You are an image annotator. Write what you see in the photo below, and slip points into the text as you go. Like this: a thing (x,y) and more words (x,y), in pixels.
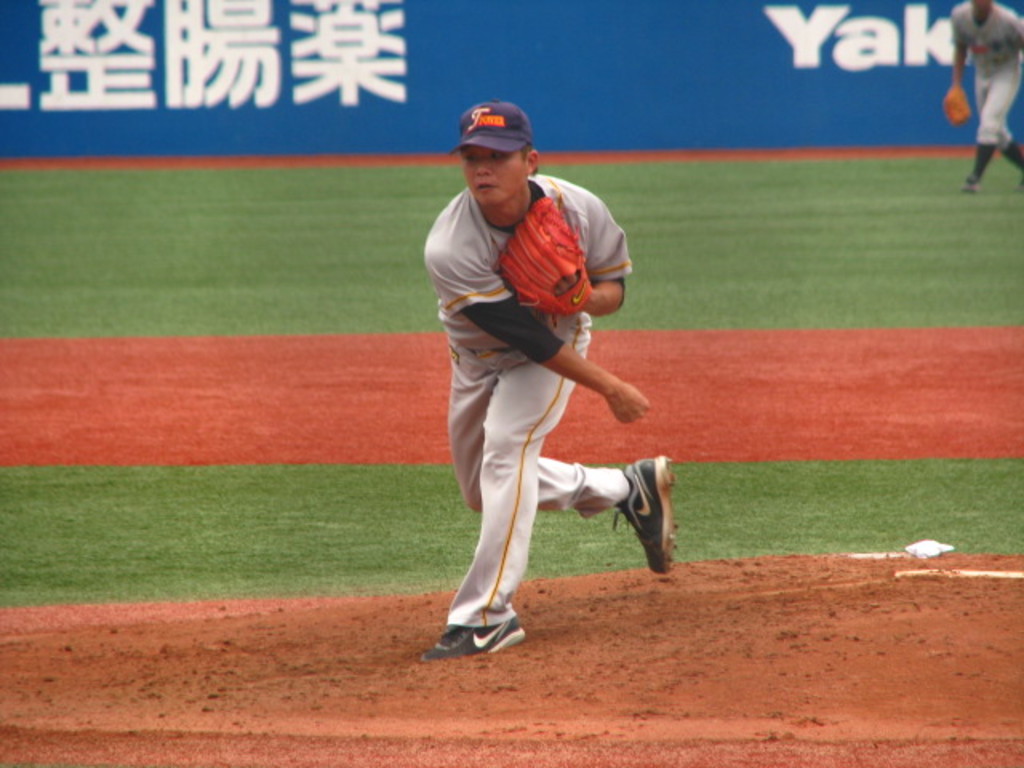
This picture might be taken inside a stadium (703,305). In this image, in the middle (525,344), we can see a man (559,208) wearing a blue color hat (514,142) is pitching. On the right side (1005,173), we can see another man (1012,147) walking on the grass (984,227), we can also see hoardings (694,57) which is in blue color, at the bottom (892,615), we can see a grass (878,489) and a land (83,686) with some stones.
